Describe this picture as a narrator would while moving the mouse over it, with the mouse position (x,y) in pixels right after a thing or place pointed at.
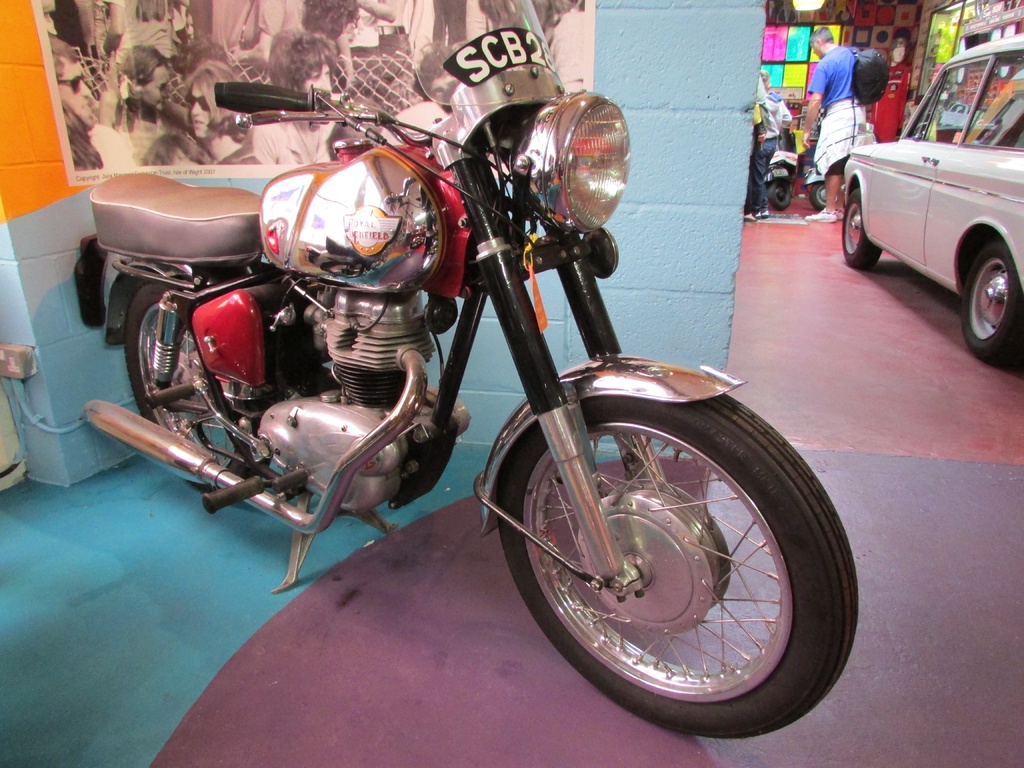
In this image we can see a motorcycle (589,468) and behind there is a wall (67,398) with a poster (85,77) and on the poster (135,53), we can see pictures (217,45). On the right side of the image (882,152) we can see a white car (1008,312) and there are few people (811,113) and we can see few vehicles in the background (813,166).
